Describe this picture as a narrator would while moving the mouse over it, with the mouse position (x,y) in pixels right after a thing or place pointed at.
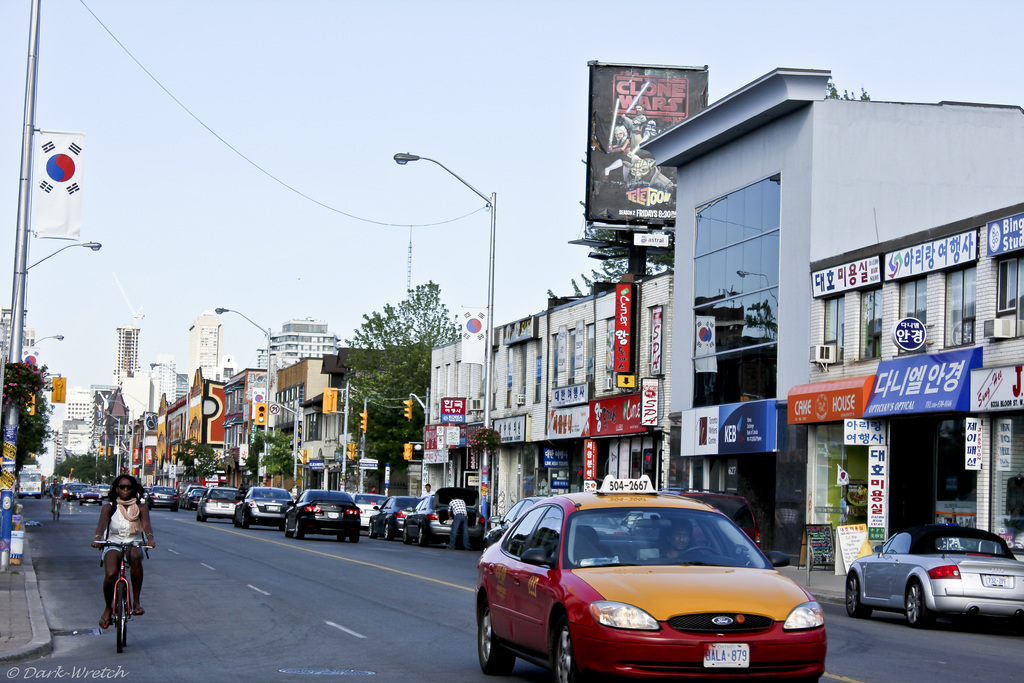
In this picture I can see the road (332,551) in front (375,643), on which there are number of cars (694,572) and few people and on the left side of this picture (114,499) I can see 2 persons (104,556) who are on the cycles (117,583). In the middle of this picture (477,381) I can see number of buildings (515,357) on which there are boards (597,407) and I see something is written and I can see traffic signals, number of trees (20,414), a hoarding (589,211), few light poles (21,246) and a flag (67,157) on the left side of this image (60,179). In the background (120,215) I can see the sky (180,162).
